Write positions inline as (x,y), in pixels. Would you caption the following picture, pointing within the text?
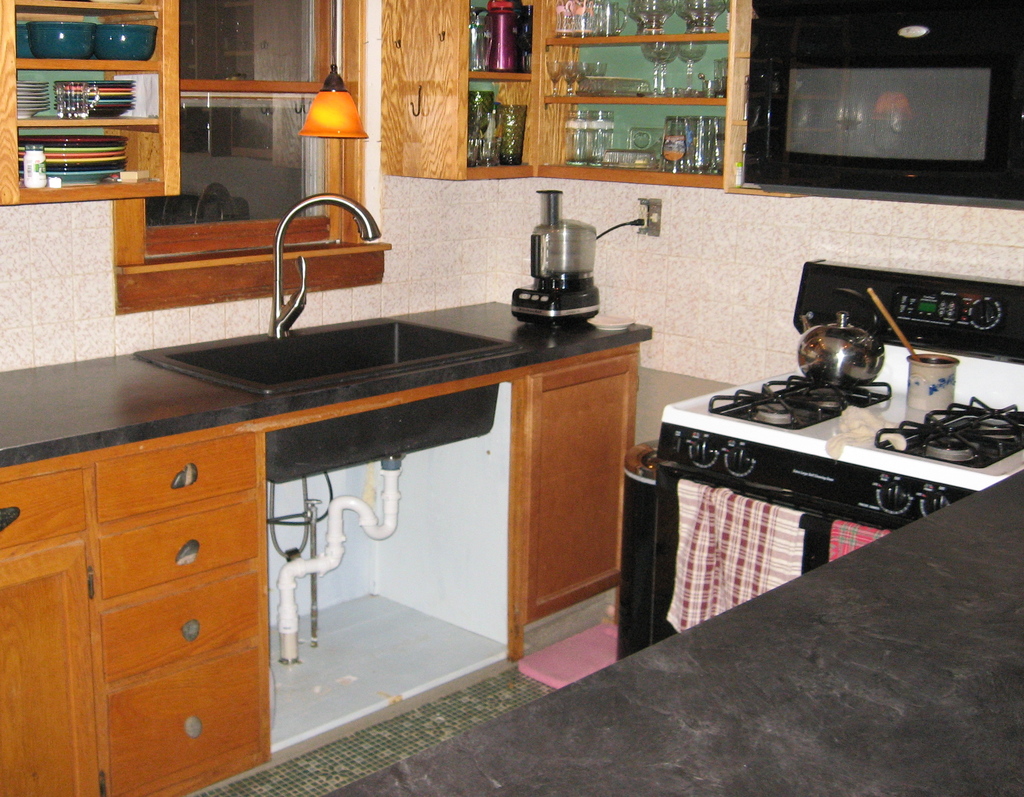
In this image there is a sink (348,353) in the middle (356,367). Above the sink (306,357) there are cupboards (47,61) in which there are bowls (60,49), plates (101,103) and glasses (72,111). On the right side (775,423) there is a stove (788,427) on which there is a vessel (820,345). On the right side (868,117) top there is an oven (854,101). There is a juice mixer (555,253) on the desk (583,323). At the bottom (154,558) there are drawers (154,603). There are two kerchiefs (743,525) which are hanged on the pole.
